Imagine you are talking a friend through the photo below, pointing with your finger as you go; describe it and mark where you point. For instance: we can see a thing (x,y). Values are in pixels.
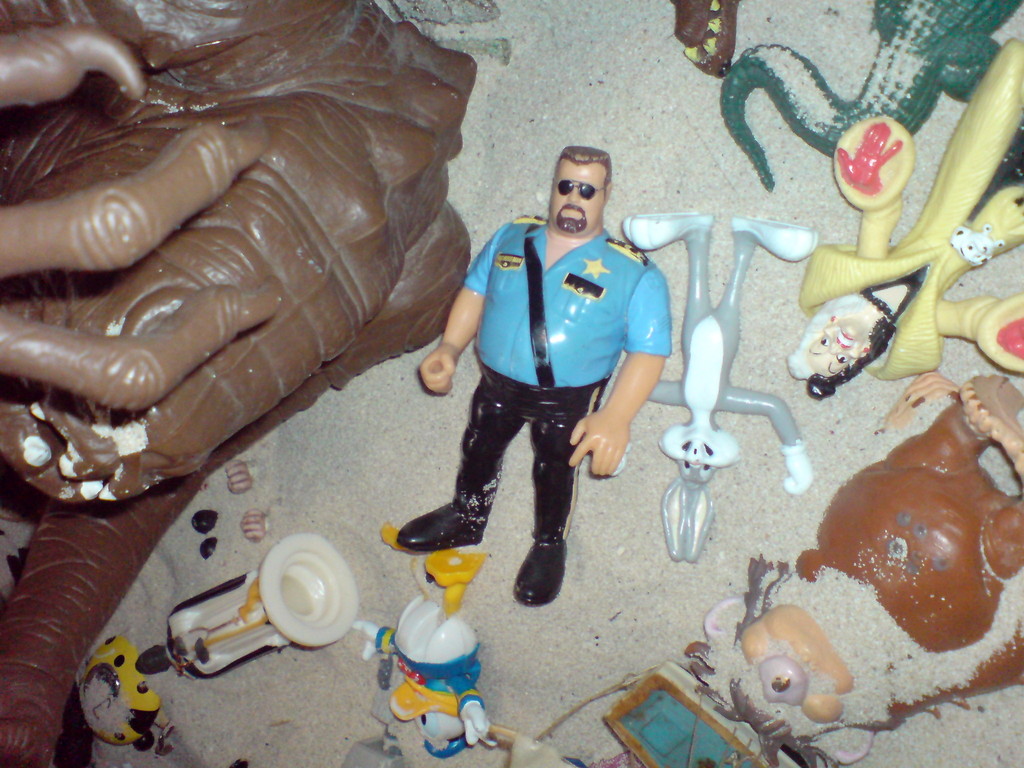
In this image we can see many toys (679,388).
